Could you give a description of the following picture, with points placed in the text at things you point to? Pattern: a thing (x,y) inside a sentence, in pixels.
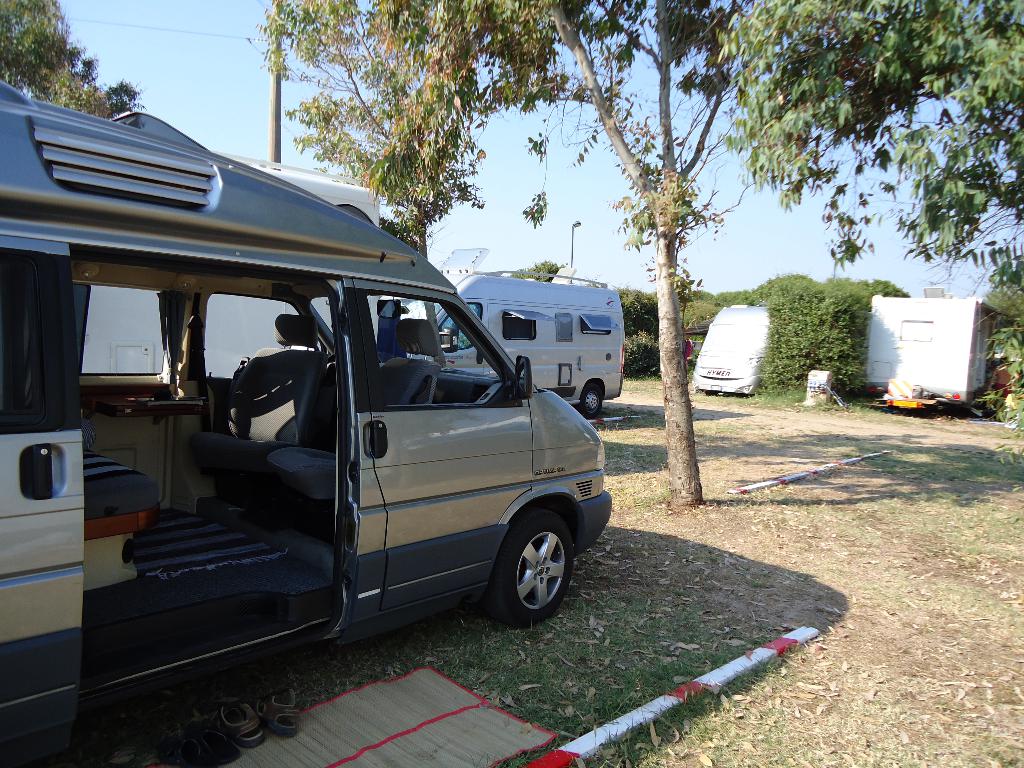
In this picture we can see vehicles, mat (441,737), footwear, grass (657,593), trees (812,337), poles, light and objects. In the background of the image (768,243) we can see the sky (767,220).
